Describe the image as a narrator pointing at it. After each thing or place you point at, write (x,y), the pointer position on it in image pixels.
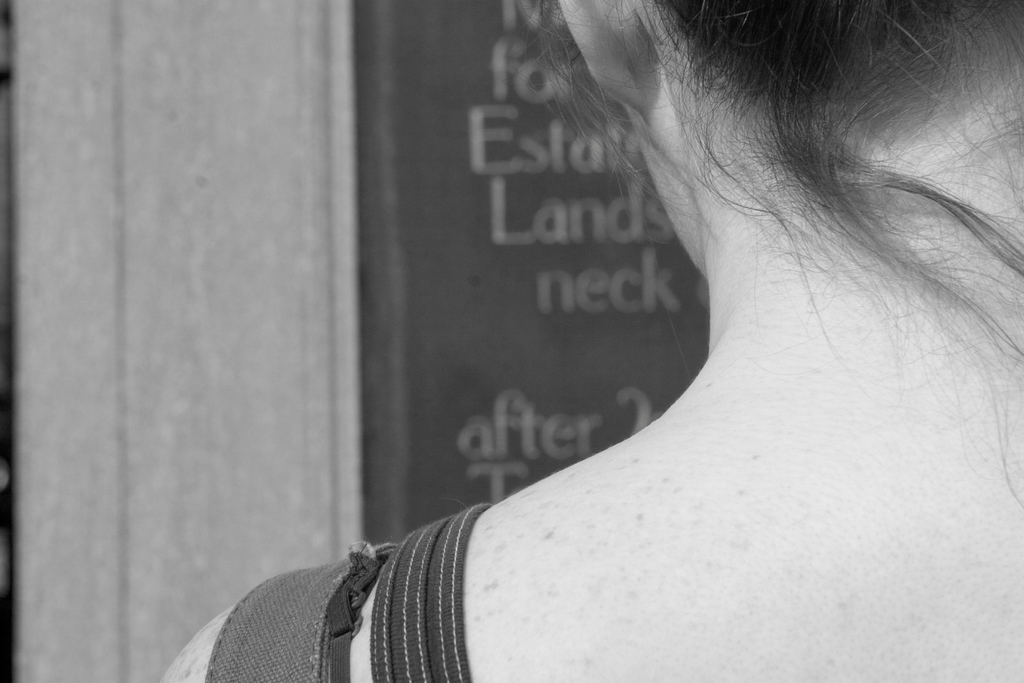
In this picture I can see a woman (245,667) and I can see a board (506,358) with some text (545,452).
